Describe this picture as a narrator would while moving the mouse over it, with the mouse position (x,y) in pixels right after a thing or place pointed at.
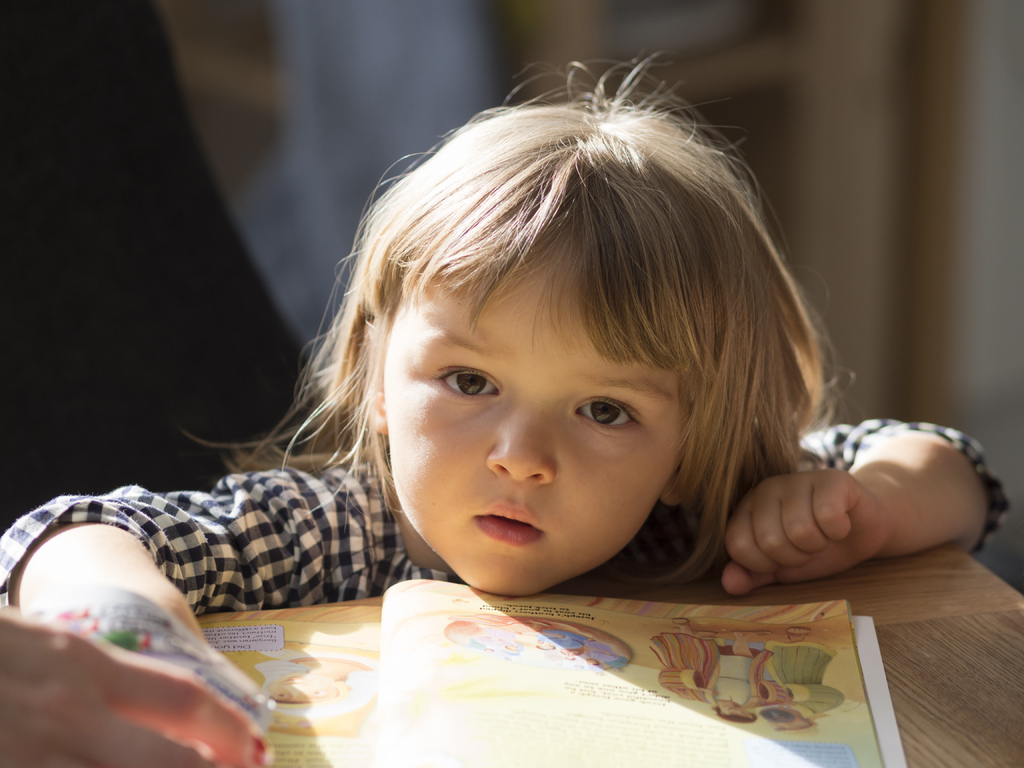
In this image we can see a child (382,507) beside a table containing a book (598,697) on it. At the bottom left (18,666) we can see the hand (127,710) of a person (138,713) holding an object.
